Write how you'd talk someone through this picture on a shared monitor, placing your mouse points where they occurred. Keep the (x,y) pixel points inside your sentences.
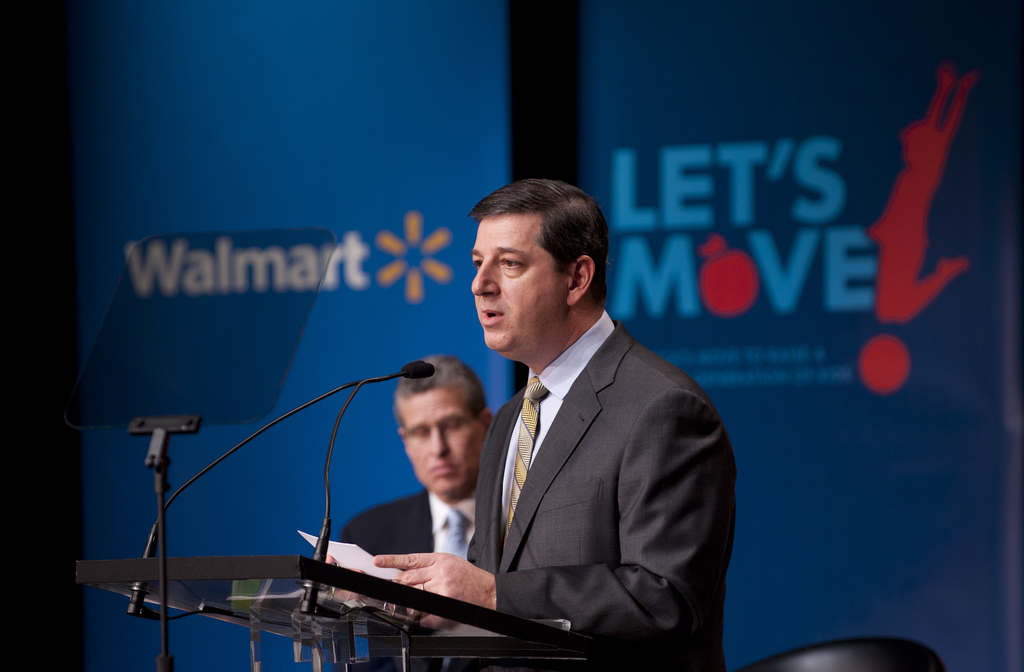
In this image we can see persons (489,421) and one of them is standing at the lectern (207,572) by holding a paper (378,570) in the hands (479,581). In the background (458,271) we can see advertisements (485,187).
